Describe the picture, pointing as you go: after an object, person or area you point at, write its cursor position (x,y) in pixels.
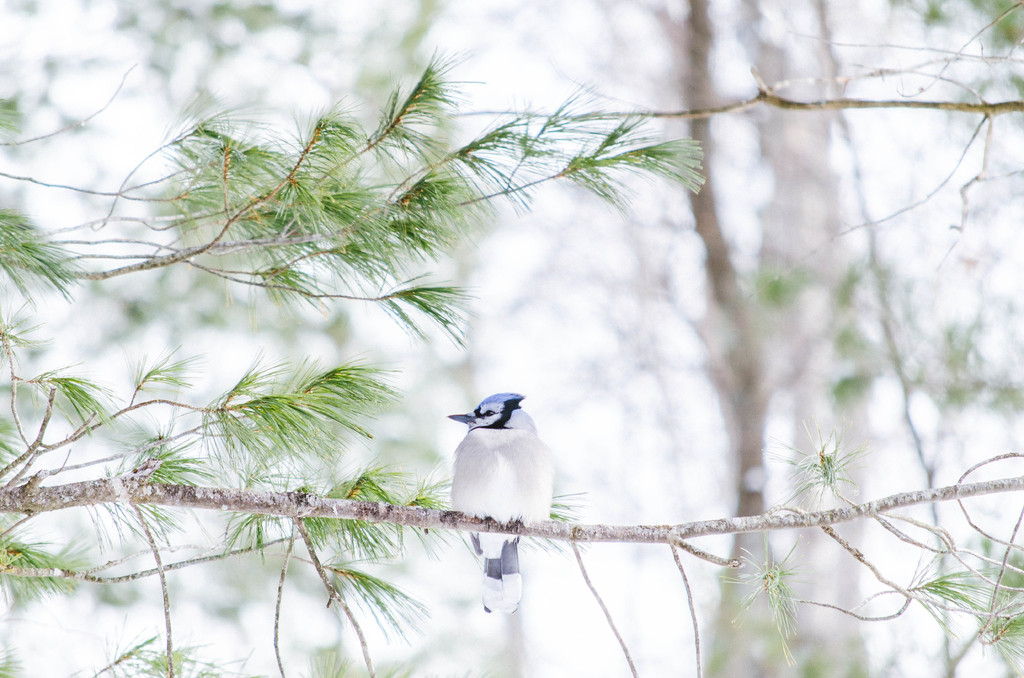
In the image we can see some trees (172,674), above the tree (432,509) we can see a bird (492,420).
